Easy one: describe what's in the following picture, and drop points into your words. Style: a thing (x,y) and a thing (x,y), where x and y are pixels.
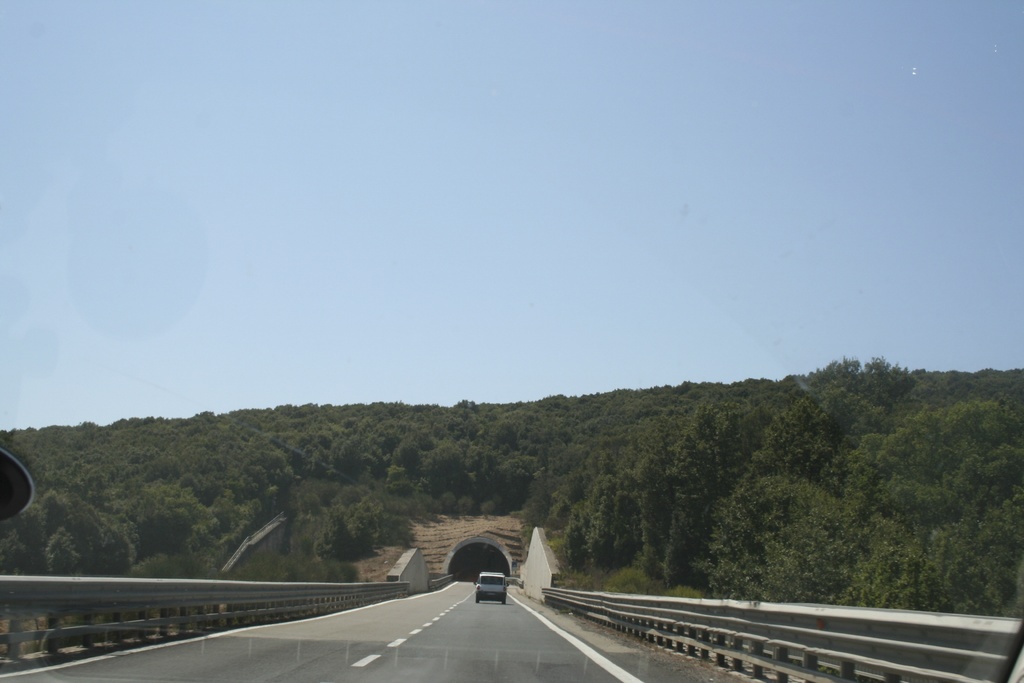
In this image in the front (365,646) there is a road (376,662) and in the center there is a car (493,599) moving on the road (488,612). In the background (383,471) there are trees (427,490) and there is fence (704,656) on both sides of the road (402,631).
